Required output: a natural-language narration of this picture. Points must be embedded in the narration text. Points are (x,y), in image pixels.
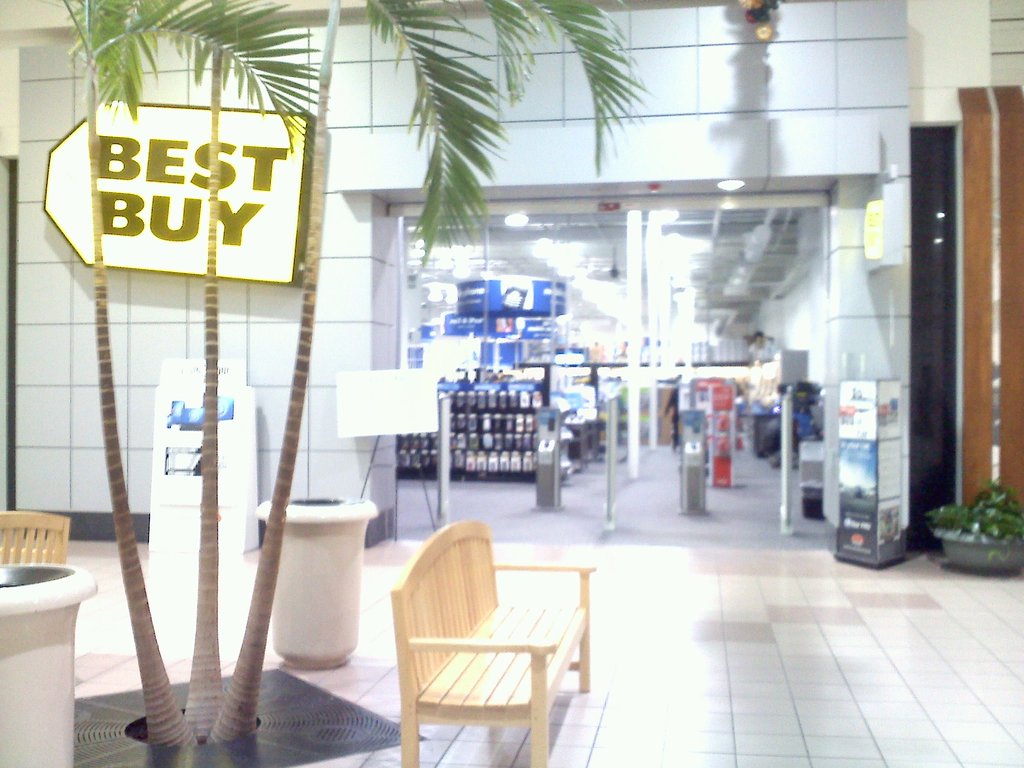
In this image in the center (550,418) there is one store (357,440), and in that store (640,395) there are some lights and some objects (534,409) and one person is there. In the foreground (297,650) there is one tree (287,435), board (168,161), chair (401,609) and dustbins (10,715) and some boards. On the right side (971,558) there is one flower pot (991,539), plant (988,497) and some doors (1005,464).
